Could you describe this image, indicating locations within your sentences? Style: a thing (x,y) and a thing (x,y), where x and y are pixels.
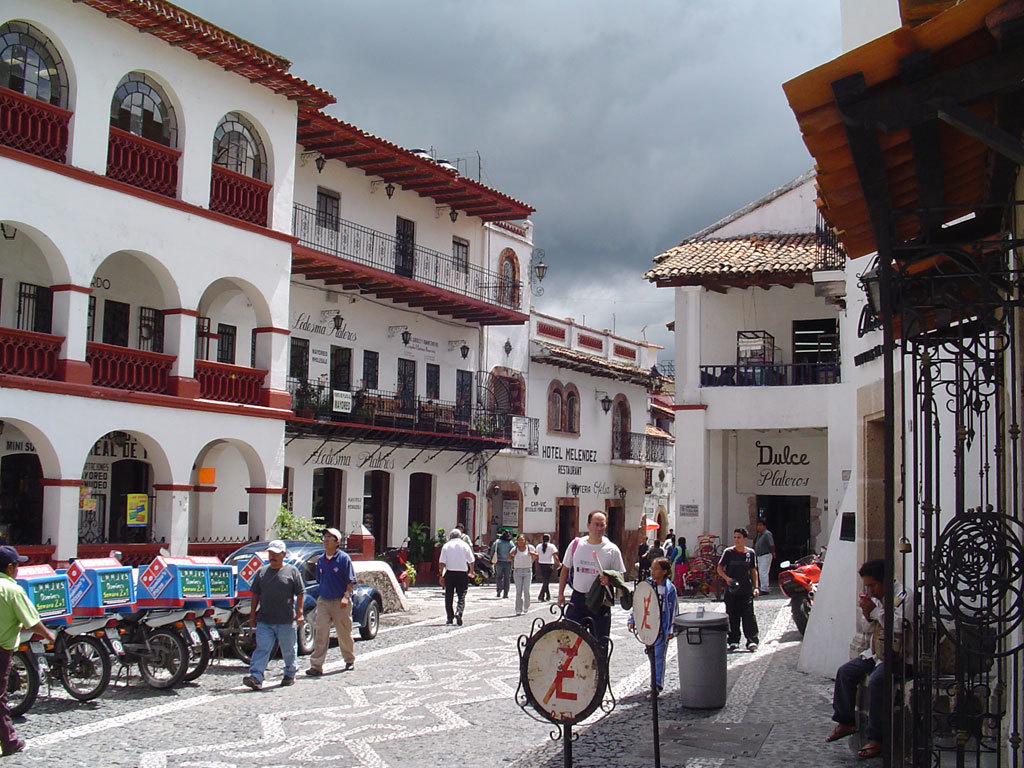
In the center of the image (567,404) we can see a buildings (541,466), grills (511,397), motorcycles (136,641), car (308,601) and some persons (319,587) are there. At the bottom of the image (424,732) we can see a road (412,723), signboard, dustbin (705,687) are present. At the top of the image (625,127) clouds (637,114) are present in the sky (470,110).
